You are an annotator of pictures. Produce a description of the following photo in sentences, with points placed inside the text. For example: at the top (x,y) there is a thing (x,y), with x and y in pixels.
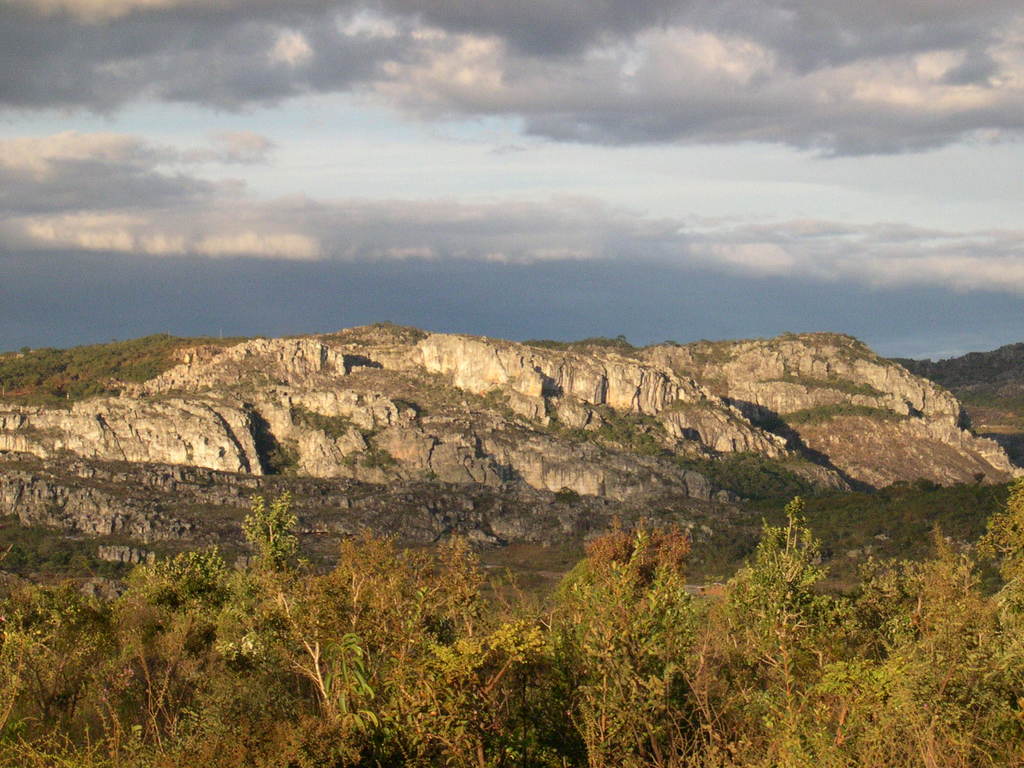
In this image I can see rocks (801,359), trees (610,708) and mountains (968,367). The sky (586,181) is in blue and white color.
